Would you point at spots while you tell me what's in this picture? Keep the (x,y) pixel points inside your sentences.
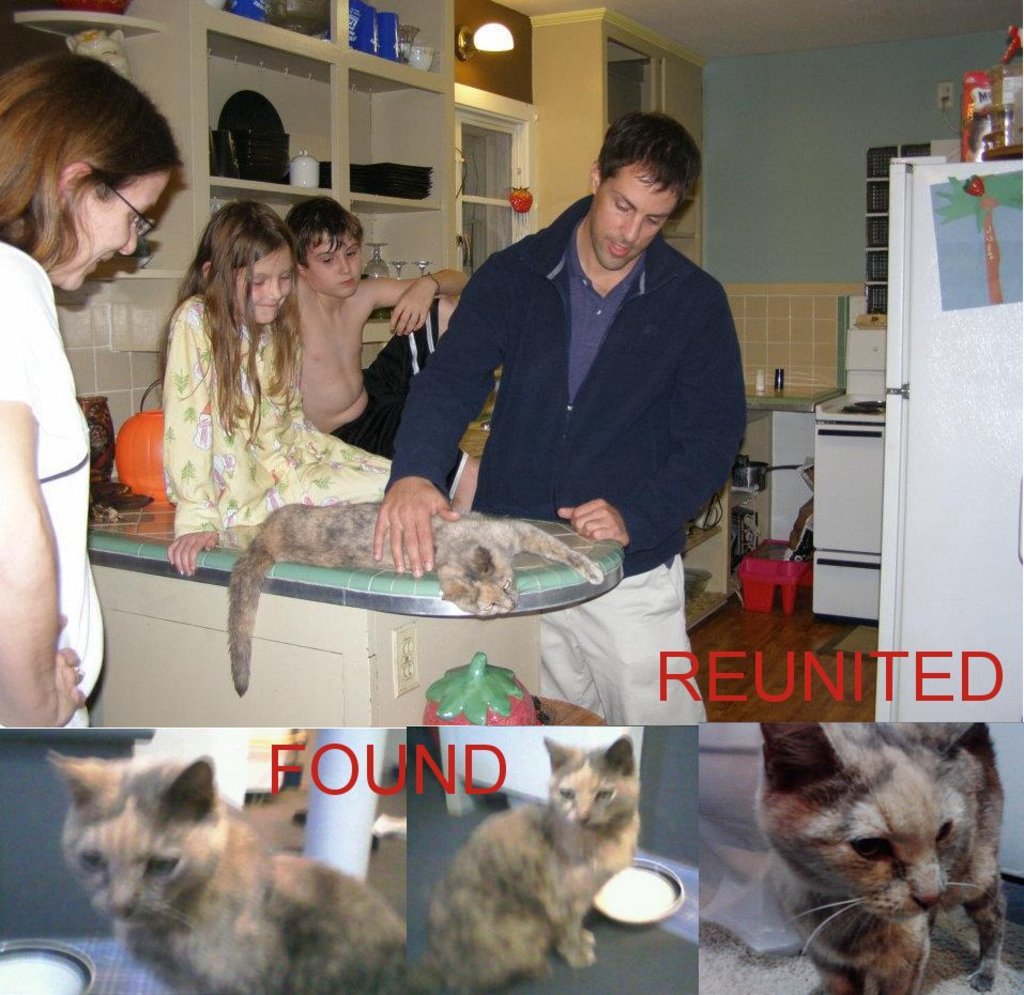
As we can see the image is a collage of four pictures on the top (715,233) it's a "REUNITED" picture (948,605) where there is a cat (301,511) and there are people (615,284) who are standing around the cat (536,537) and on the bottom (139,881) its written "FOUND" and over here there are three pictures of a cat (910,918).
